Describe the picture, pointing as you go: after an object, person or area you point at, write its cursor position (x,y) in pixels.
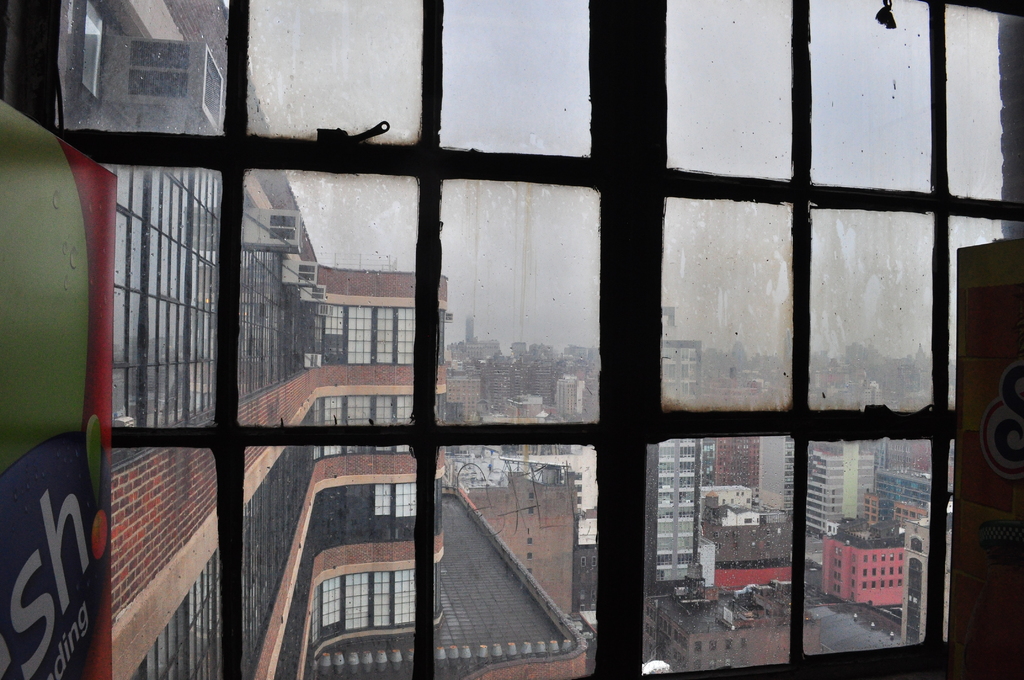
It is a window glass (416,97) outside this there are buildings (548,447).
